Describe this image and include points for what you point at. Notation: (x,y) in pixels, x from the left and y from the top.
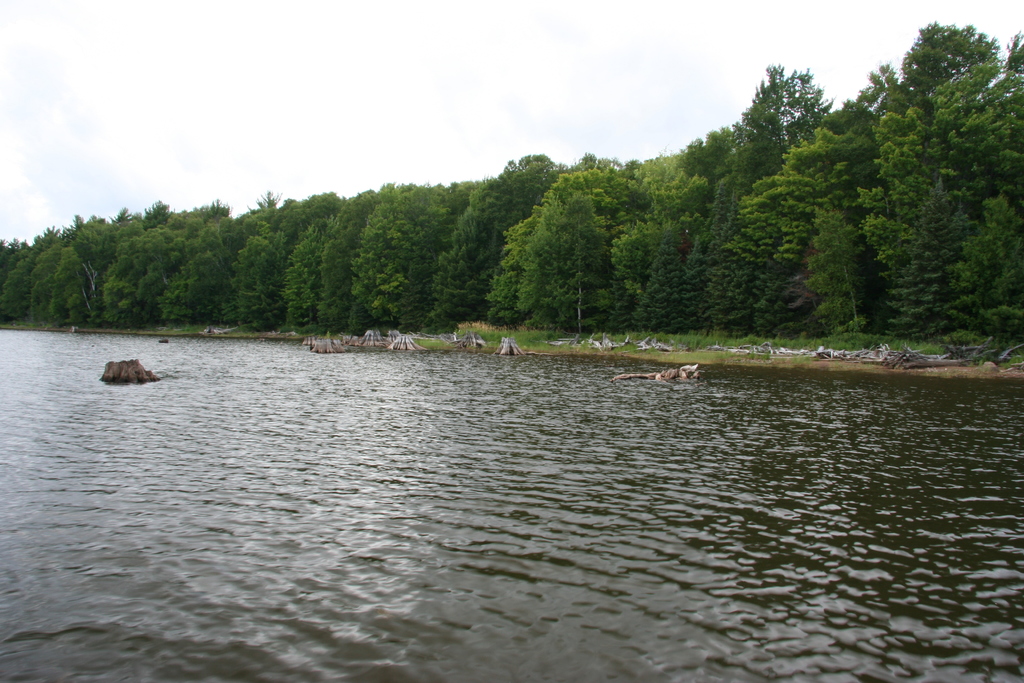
In this image, we can see so many trees (974,229), plants (641,337), grass (919,342), some objects (329,350). At the bottom (241,458), there is a water (289,501). Top of the image (316,103), there is a sky (262,99).
